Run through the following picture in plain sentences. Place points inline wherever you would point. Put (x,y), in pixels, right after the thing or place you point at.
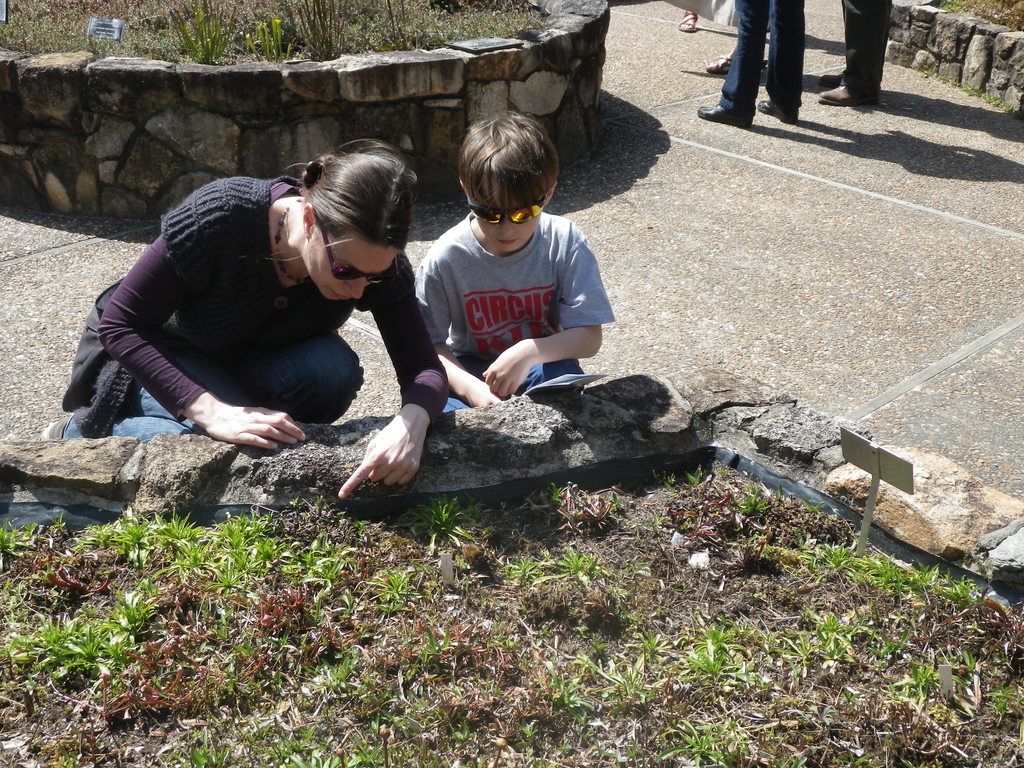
In this picture I can see there are two persons (472,373) here a woman (377,458) and a boy (501,250). There is some soil (89,557) and there are plants (500,660) in the soil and there are few others (715,21) standing in the backdrop (719,6).
